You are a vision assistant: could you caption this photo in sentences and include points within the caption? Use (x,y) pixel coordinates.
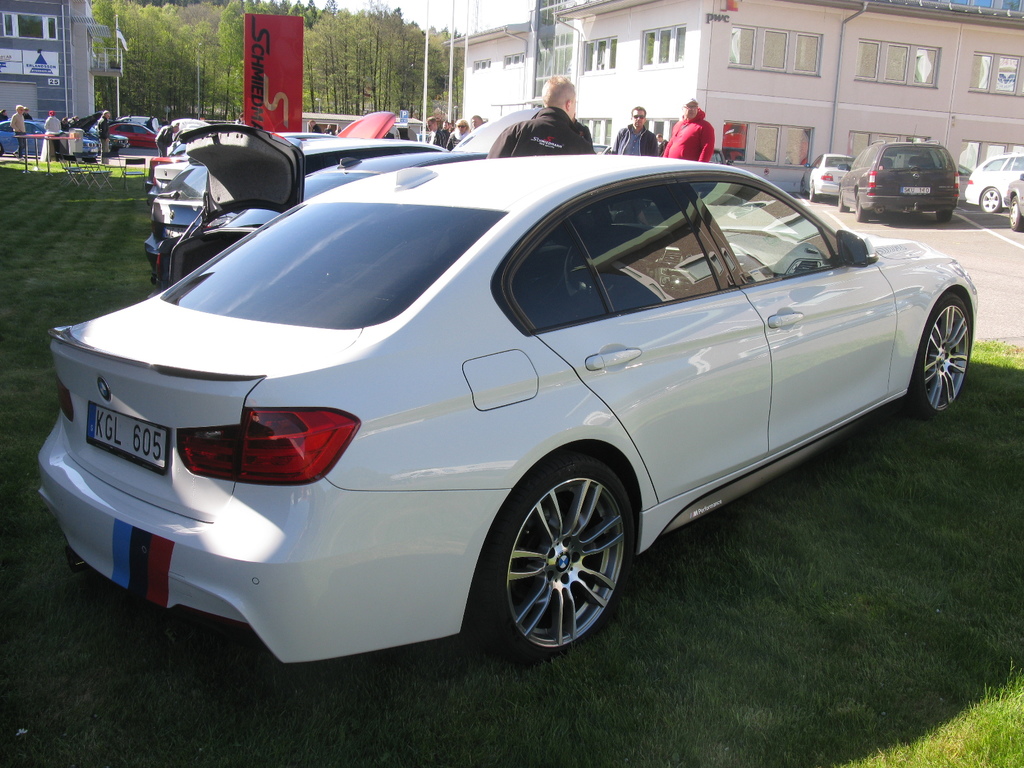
This is the picture of a place where we have some cars (437,243), poles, people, trees (239,64) and some buildings (65,108) to the side.
